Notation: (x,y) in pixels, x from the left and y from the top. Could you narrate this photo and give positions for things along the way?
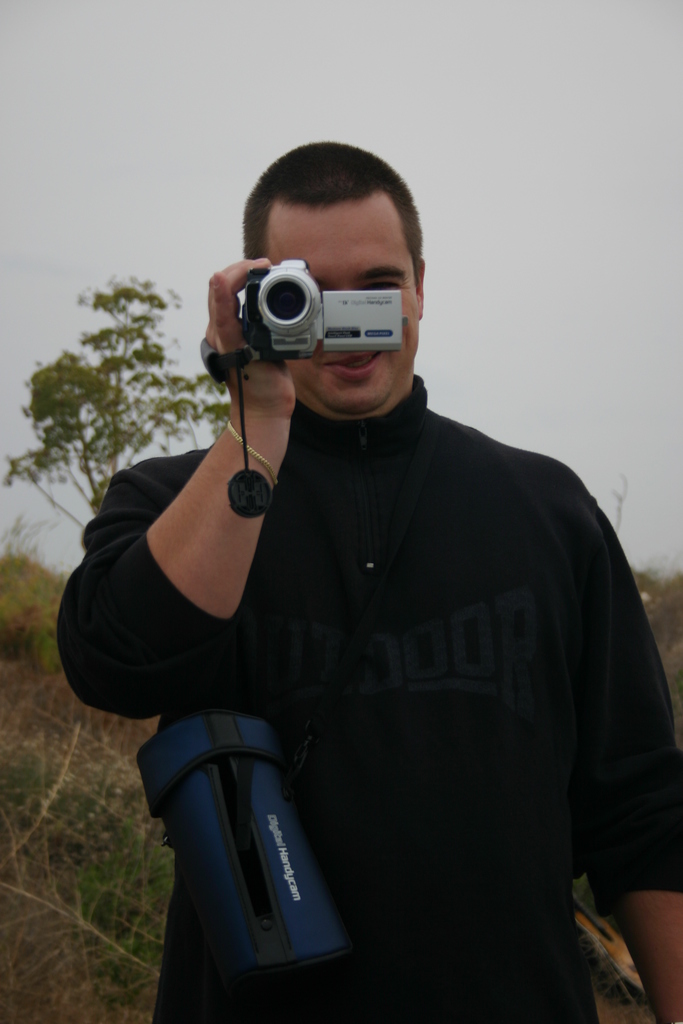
On the background (417,100) we can see sky (394,113), trees (53,379). We can see a man (412,908) standing and holding a camera (281,279) in his hands (240,278) and recording. This is a bag (271,896) in blue colour.
